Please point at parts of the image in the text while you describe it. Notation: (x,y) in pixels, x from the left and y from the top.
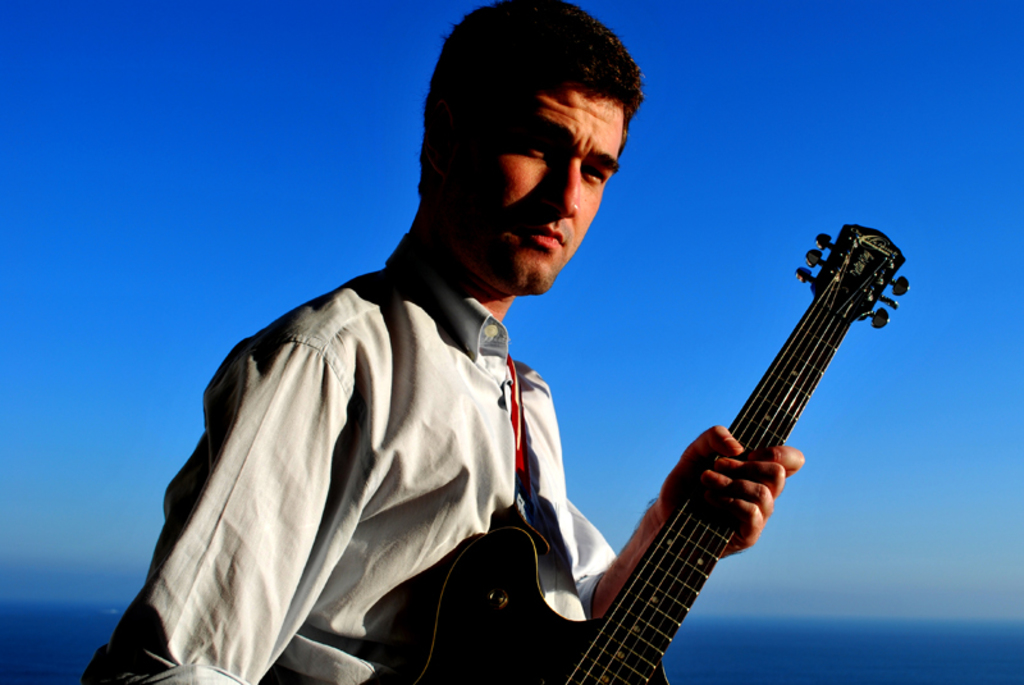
In the picture we can see a man (447,263) wore white shirt (453,514) and he is holding a guitar (884,319) in the hand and in the background (807,189) we can see a blue sky (153,528).
